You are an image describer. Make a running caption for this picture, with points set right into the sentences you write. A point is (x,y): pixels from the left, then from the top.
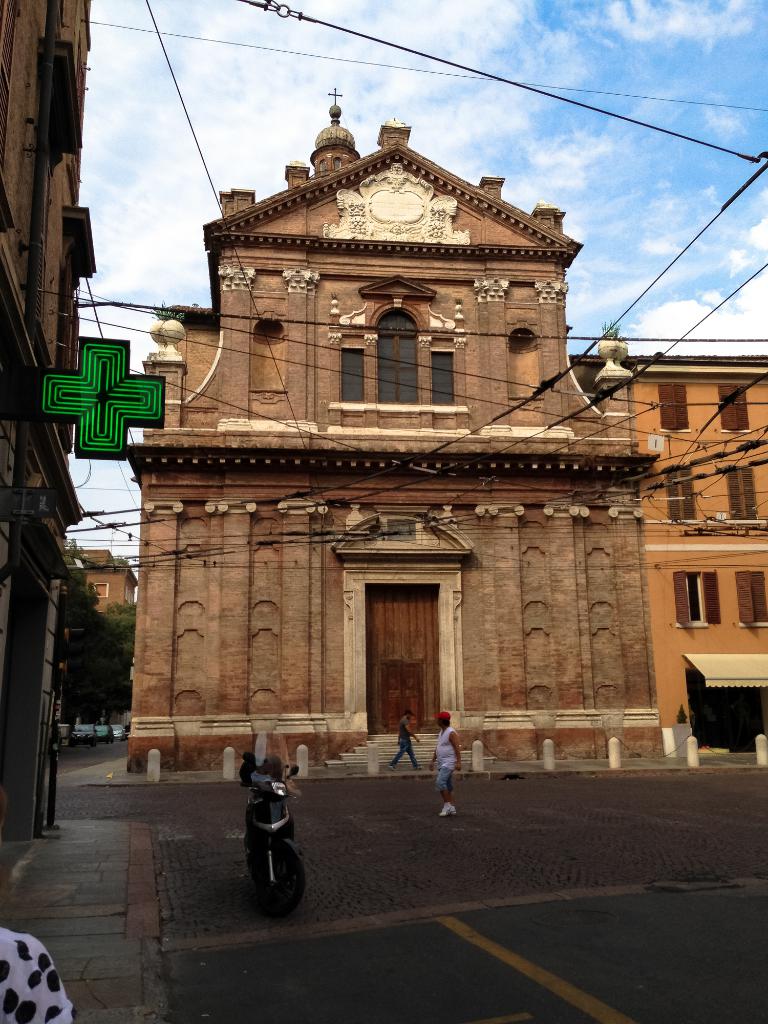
In the image we can see there are buildings (503,427) and these are the windows (696,593) of the buildings (411,635). We can see there are even people (454,749) walking and they are wearing clothes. There is even a vehicle (249,825) on the road (305,787). Here we can see the electric wires (560,337) and the cloudy sky (187,294).
